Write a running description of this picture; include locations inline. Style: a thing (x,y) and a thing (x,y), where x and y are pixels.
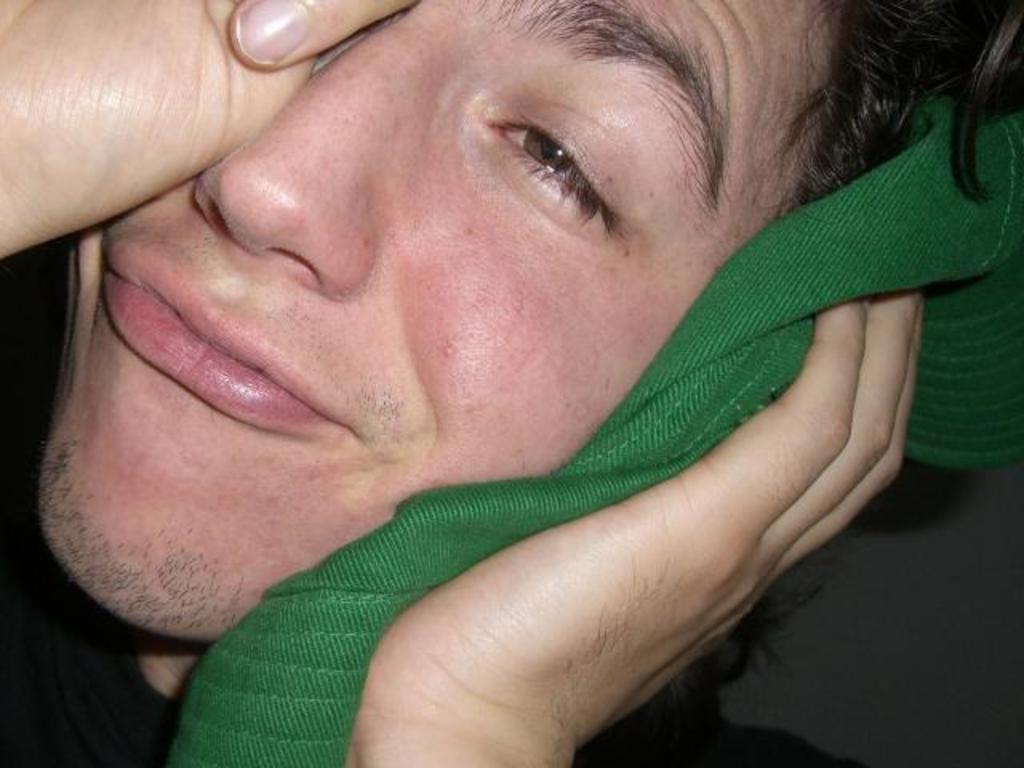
In the image we can see a person (746,87) and he is smiling.
